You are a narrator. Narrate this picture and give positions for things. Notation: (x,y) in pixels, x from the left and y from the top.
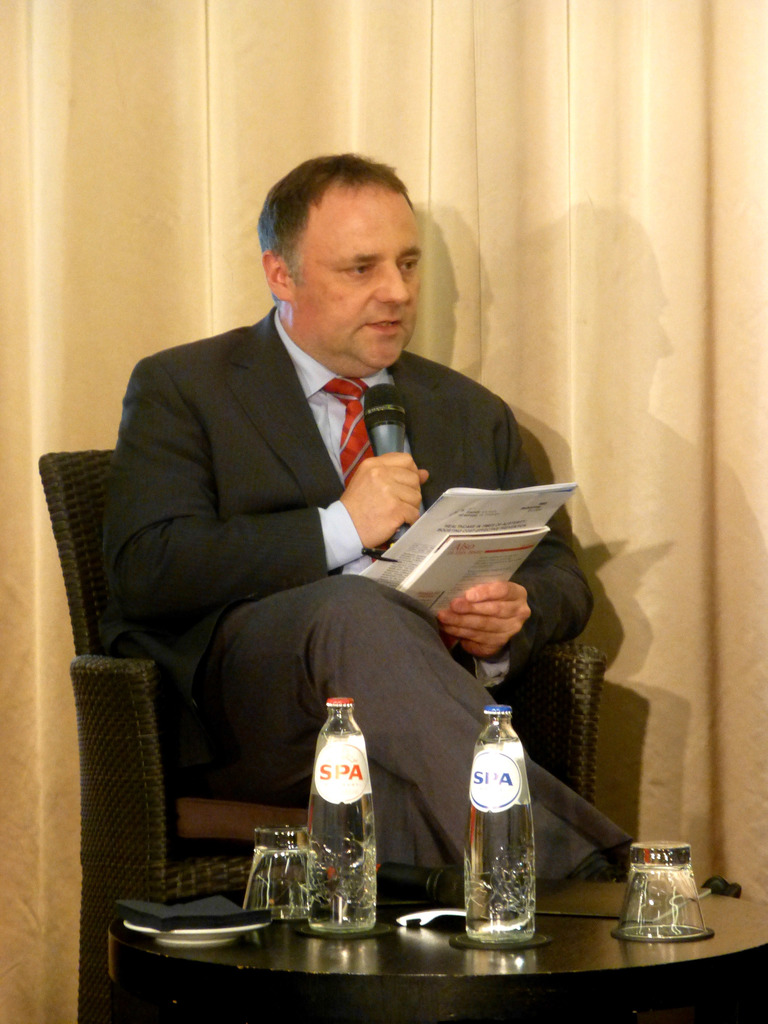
In this picture we can see a man (310,448) in a suit (367,652) sitting on a chair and holding a microphone (394,443), a book (429,576) and a paper (476,505), there is a table (401,992) in the front (397,995), we can see bottles (475,830), glasses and a plate (209,929) present on the table (302,930), in the background (17,244) there is a curtain (601,189).
